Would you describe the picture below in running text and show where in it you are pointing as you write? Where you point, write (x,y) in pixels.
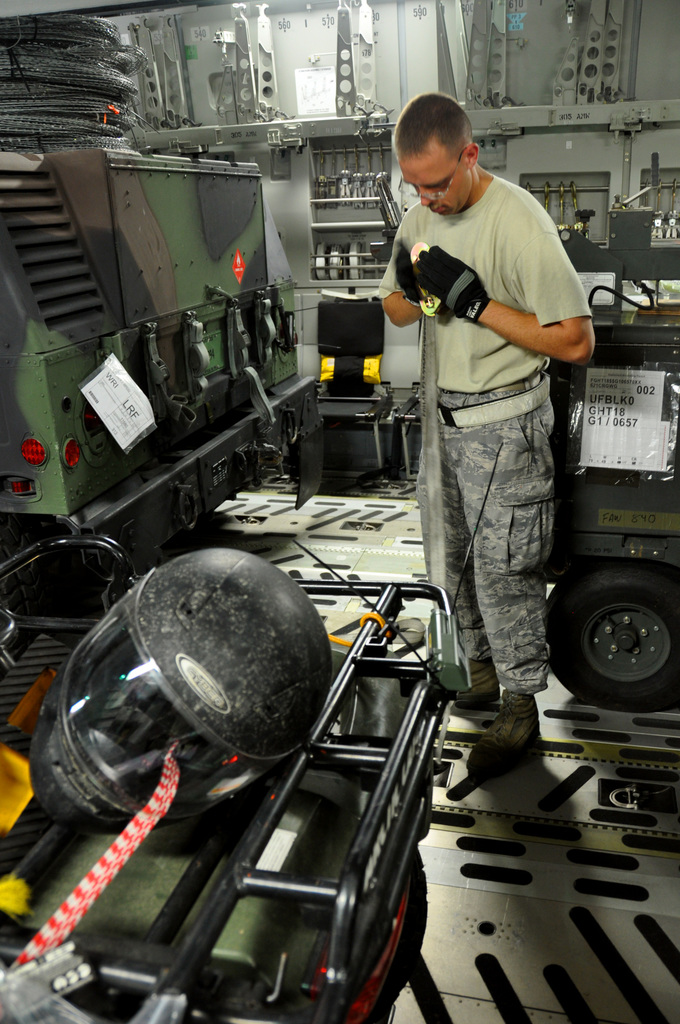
The picture looks like it is taken in repair shop (175,9). In this image there are various tools (345,33), vehicles (19,353), helmet (208,570) and other objects (380,314). In the center of the picture (444,510) there is a person (493,446) standing.
